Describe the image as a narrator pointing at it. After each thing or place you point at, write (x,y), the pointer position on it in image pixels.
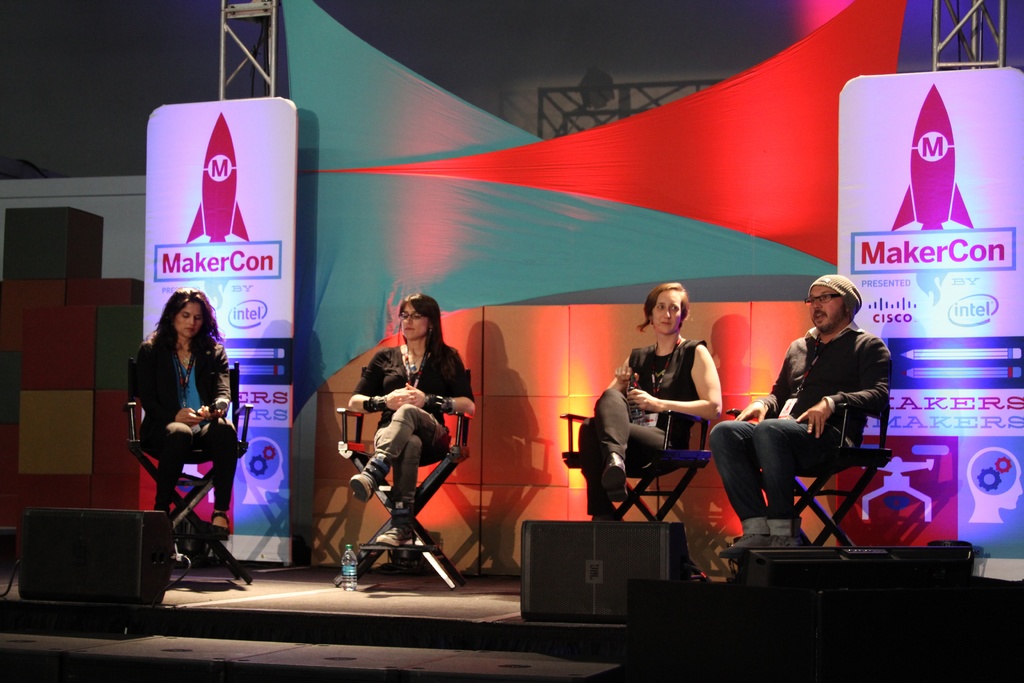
In this image in the front (73,540) there are objects (644,593) which are black in colour on the floor (491,594) and in the center (412,445) there are persons (224,429) sitting on the chair (572,462). In the background (219,262) there are boards (980,248) with some text (928,247) written on it and there is a curtain (662,208) which is green and red in colour and there are stands (1000,24).
